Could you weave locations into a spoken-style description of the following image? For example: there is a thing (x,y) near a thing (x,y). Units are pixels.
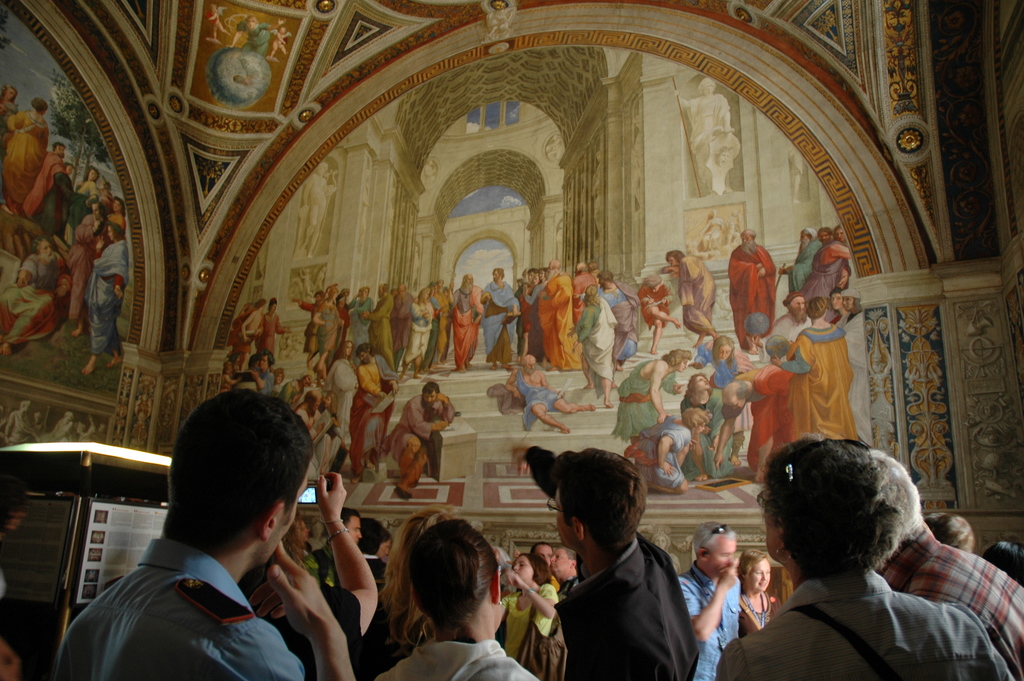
In this image there are group of people (605,583) in the middle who are taking the pictures of the painting (436,236) which is on the wall (495,291). In the painting (507,345) there are group of people (613,345) and some sculptures (736,215). On the left side (87,489) there is a machine (76,503) with the light (102,450) above it.
